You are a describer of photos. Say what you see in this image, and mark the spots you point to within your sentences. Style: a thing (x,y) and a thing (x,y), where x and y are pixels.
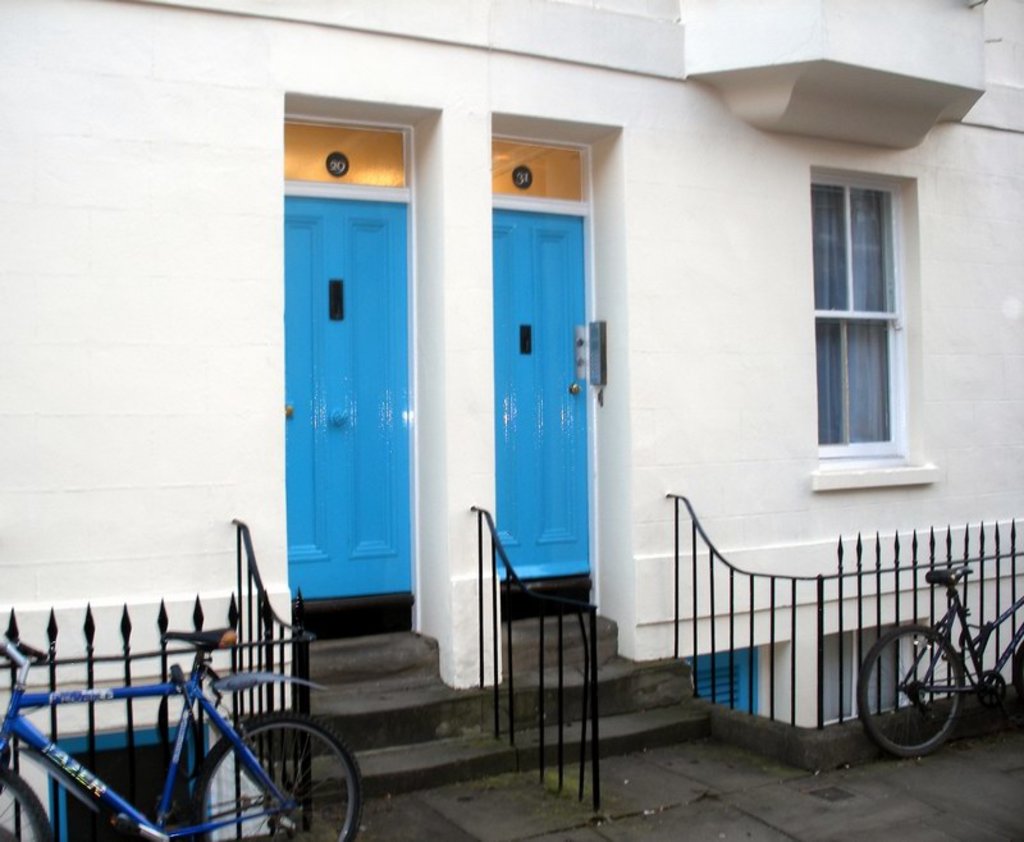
This looks like a house (843,276) with a window (840,330) and doors (328,435). These doors (407,381) are blue in color. These are the stairs (522,673) with the staircase holders (510,605). I can see two bicycles (863,693), which are parked. This looks like an iron grill (127,630), which is black in color.
